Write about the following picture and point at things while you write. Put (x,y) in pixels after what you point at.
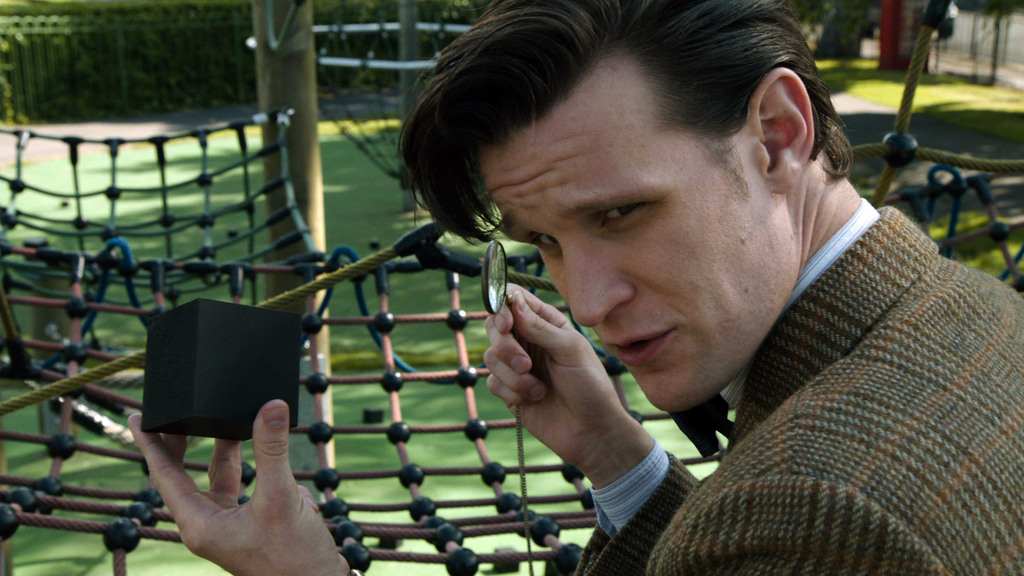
In this picture I can see a man (583,190) in front (582,164) who is holding a magnifying glass (490,260) and a black color box (164,376) in his hands (579,435). In the background (221,143) I can see the grass (152,162), nets (246,151) and the fencing (342,25).
